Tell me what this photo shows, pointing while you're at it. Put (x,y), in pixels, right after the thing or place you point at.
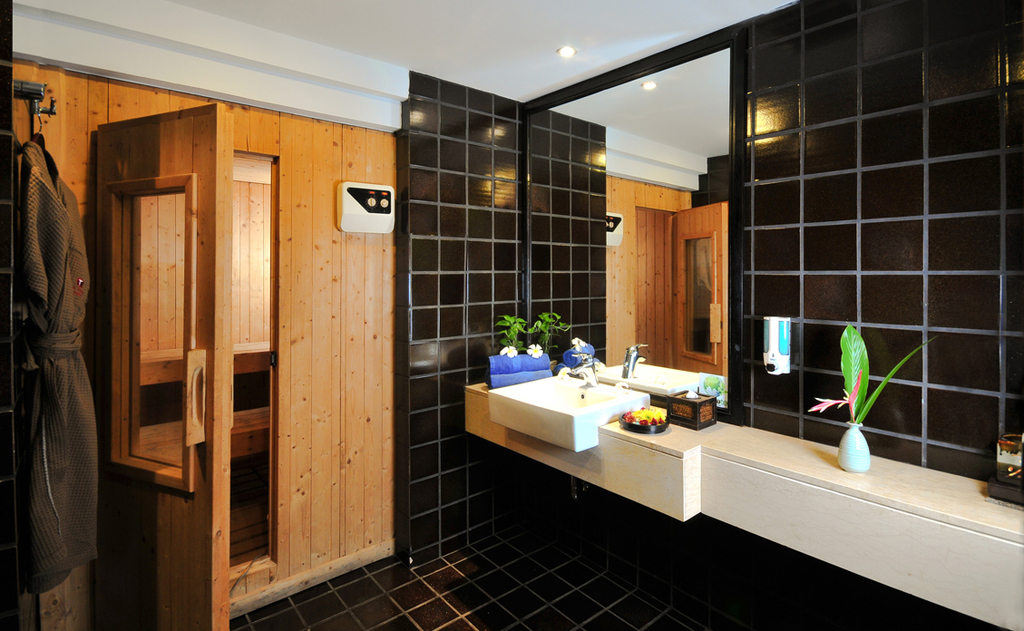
In this image we can see a wall (428,245), wooden texture (358,314), cloth (534,362), plants (522,348), mirror (550,353) and other objects (559,403). On the left side of the image (32,246) there is a dress (40,228) and an object (47,112). On the right side of the image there is an object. At the bottom of the image (638,601) there is the floor (638,601). At the top of the image (440,8) there is the ceiling (557,14) with lights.
